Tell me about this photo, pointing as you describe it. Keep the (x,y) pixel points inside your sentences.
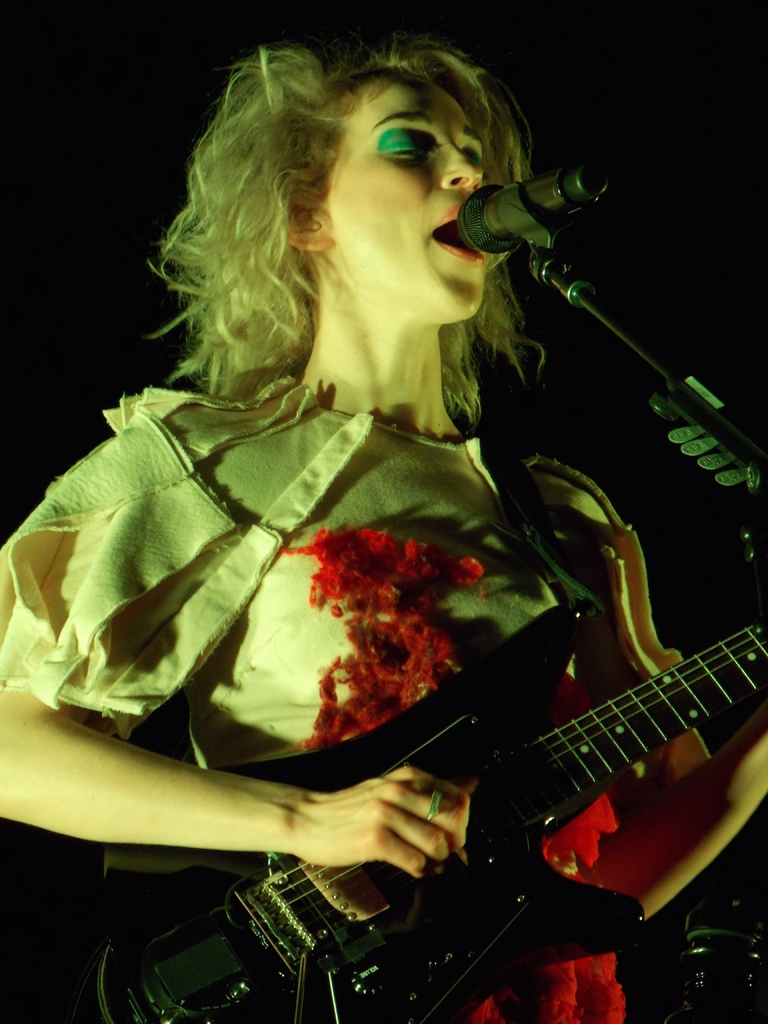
This image consists of a woman (609,804) standing in front of the mike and playing guitar (535,673). The background (682,313) is dark in color. This image is taken inside a stage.
